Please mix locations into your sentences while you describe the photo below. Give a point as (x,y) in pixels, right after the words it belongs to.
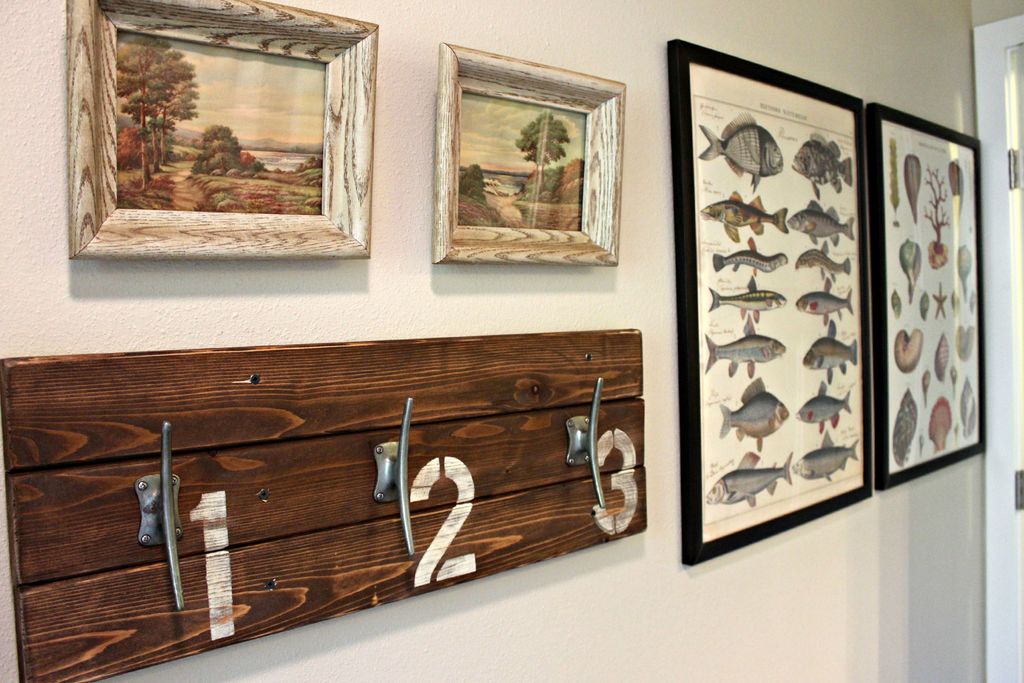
This image consists of so many photo frames (705,480). There is a door (1005,107) on the right side (1016,571).
